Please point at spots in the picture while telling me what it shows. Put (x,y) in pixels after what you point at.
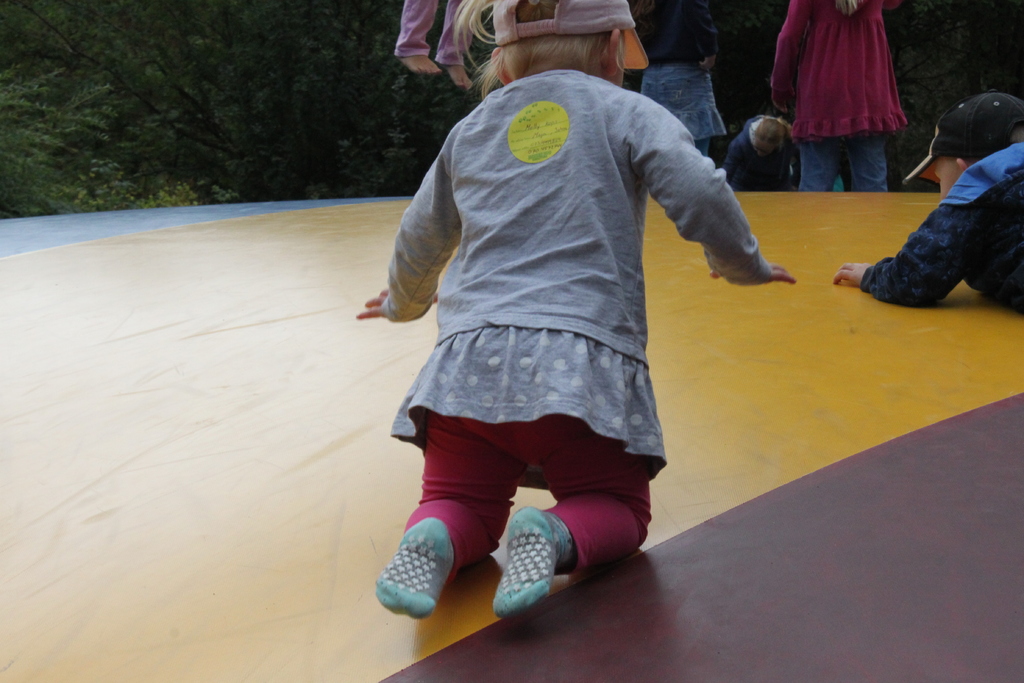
In the center of the image (672,360) we can see some object (695,432). On the object (746,299), we can see two kids (641,332) and we can see they are wearing caps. In the background (77,79), we can see trees (256,47) and a few people (698,49).
